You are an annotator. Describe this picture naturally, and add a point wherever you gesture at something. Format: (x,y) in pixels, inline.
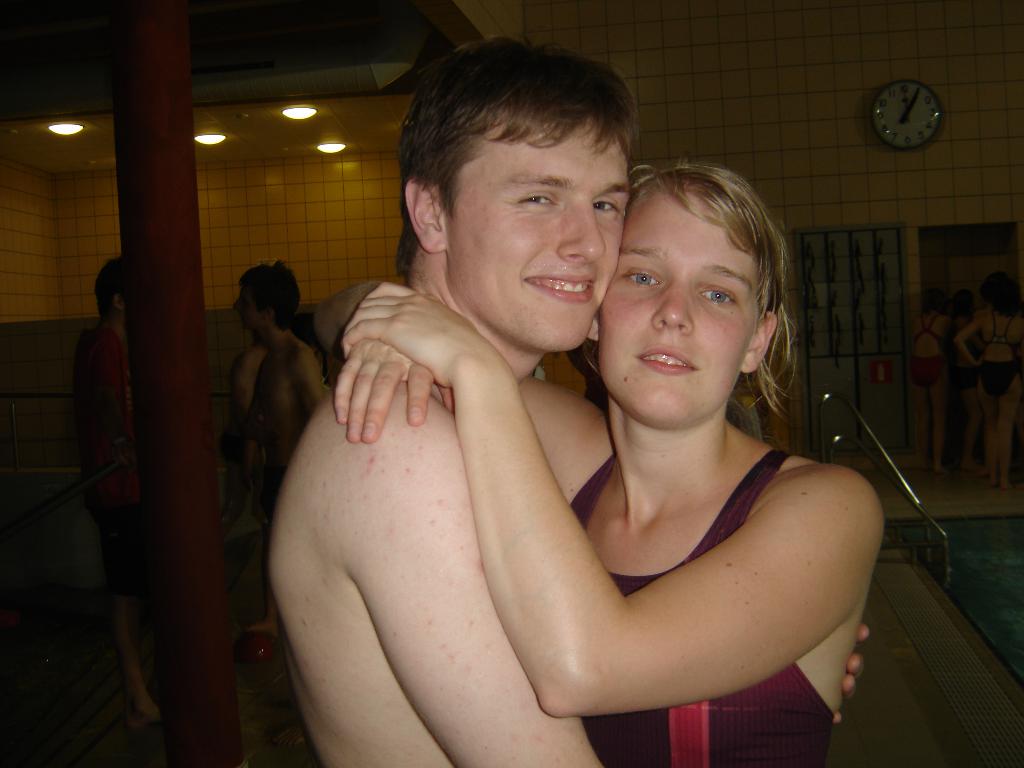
In this image in the foreground (531,429) there is one man (613,185) and one woman (689,632) who are hugging each other, and in the background (244,379) there are some people (243,370), wall (851,83), clock (893,120). And on the right side of the image (963,587) there is pool (978,570) and some poles (919,495), and on the left side (159,105) there is a pole (140,29). At the top (251,29) there is ceiling (208,128).
